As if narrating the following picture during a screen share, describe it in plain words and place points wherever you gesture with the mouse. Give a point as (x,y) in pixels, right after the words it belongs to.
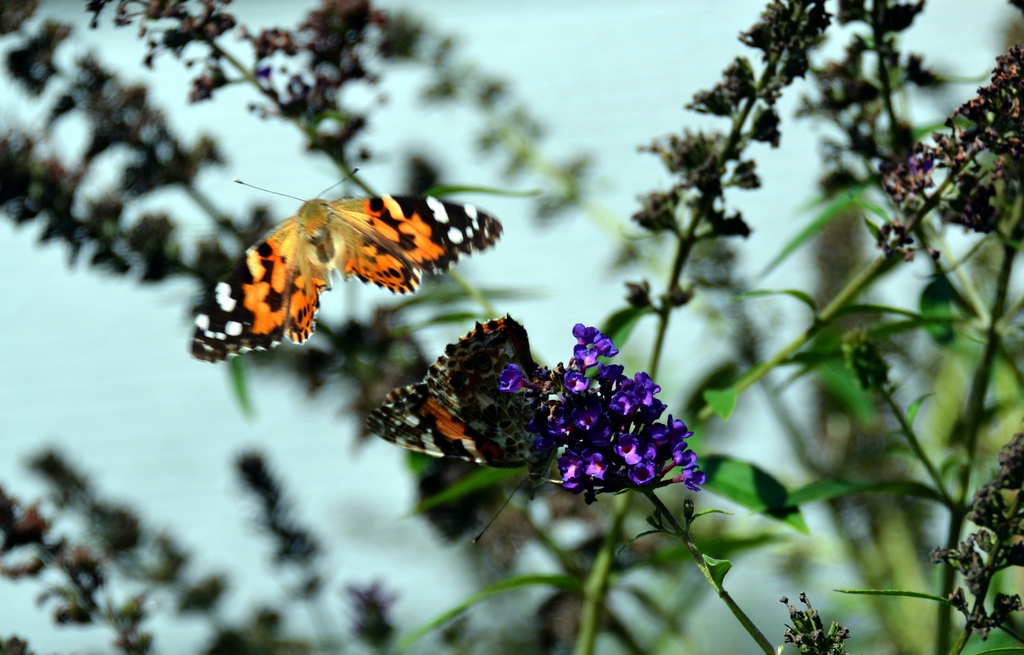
This picture consists of plant (944,350), on which I can see butterflies (467,403), flowers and leaves (776,540).
